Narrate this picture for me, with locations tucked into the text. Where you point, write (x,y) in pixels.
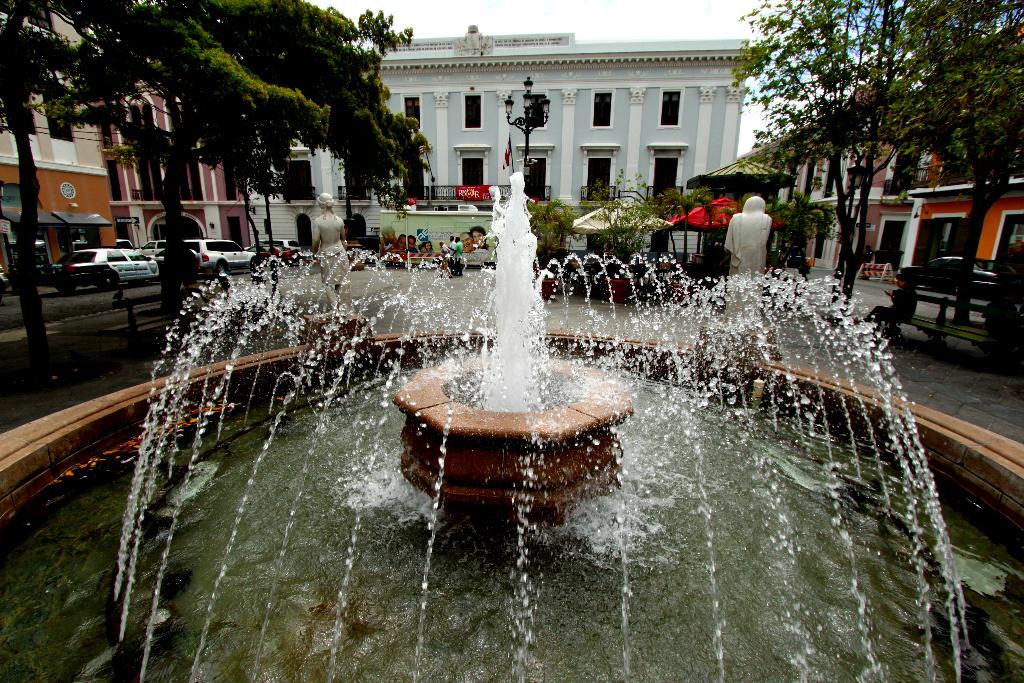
In this image I can see the fountain (505,467) and the statues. To the right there is a person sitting on the bench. I can see few people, many trees (630,249) and the vehicle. In the background (549,172) I can see the pole (525,184), buildings (509,175) and the sky (654,25).
